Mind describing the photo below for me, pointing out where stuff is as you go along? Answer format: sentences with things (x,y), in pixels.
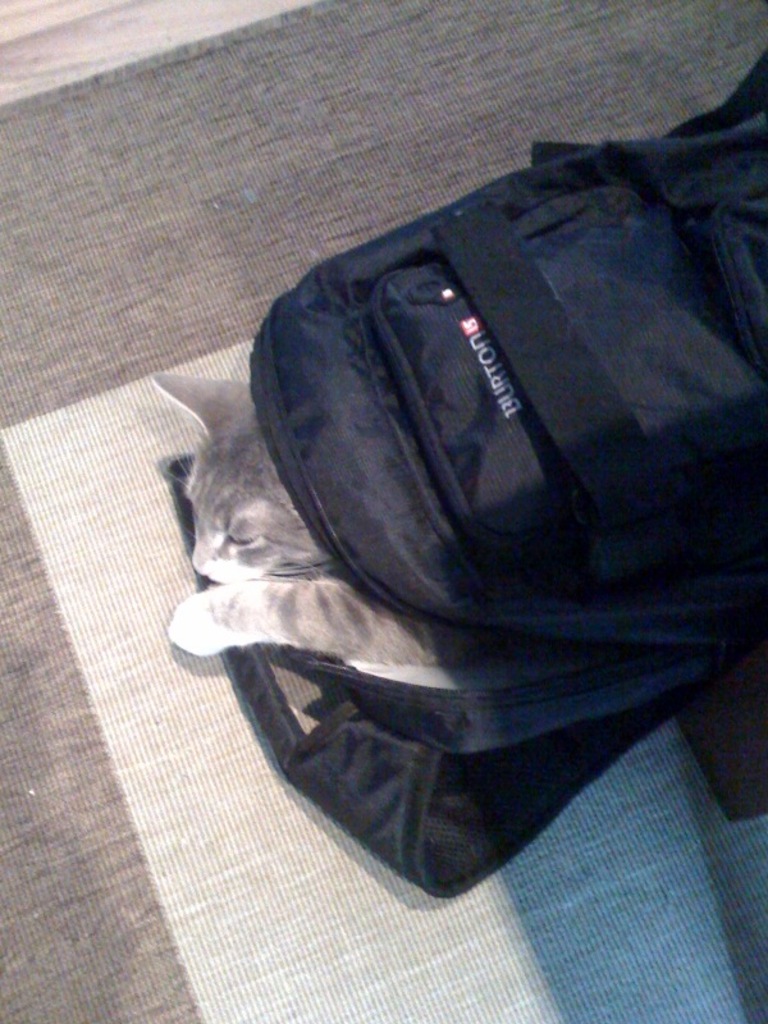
In this image i can see a black color bag (534,506) in which there is a cat (310,621).
